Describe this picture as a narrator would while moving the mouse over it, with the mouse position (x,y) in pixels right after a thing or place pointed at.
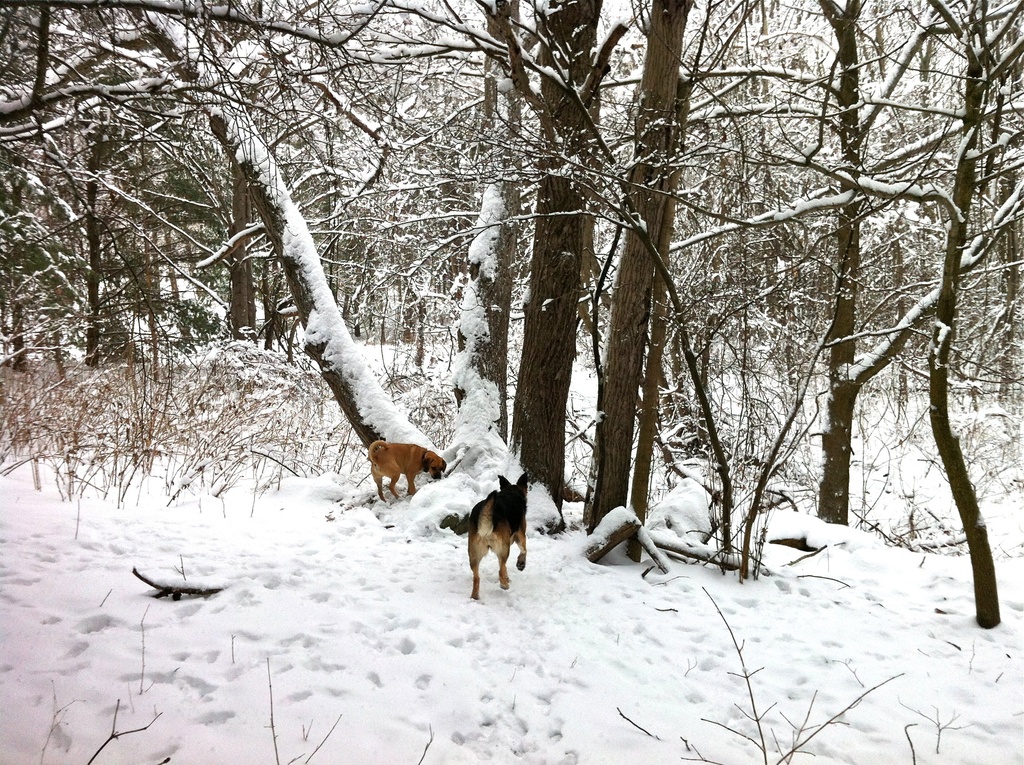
This image is taken outdoors. At the bottom of the image (234,666) there is snow (476,726) on the ground (323,608). In the middle of the image (456,374) there are many trees (588,289) with stems (935,396) and branches (384,279) and they are covered with snow (486,436). There are a few plants (96,378) on the ground (894,553). There are two dogs (403,465) on the ground (415,495).
